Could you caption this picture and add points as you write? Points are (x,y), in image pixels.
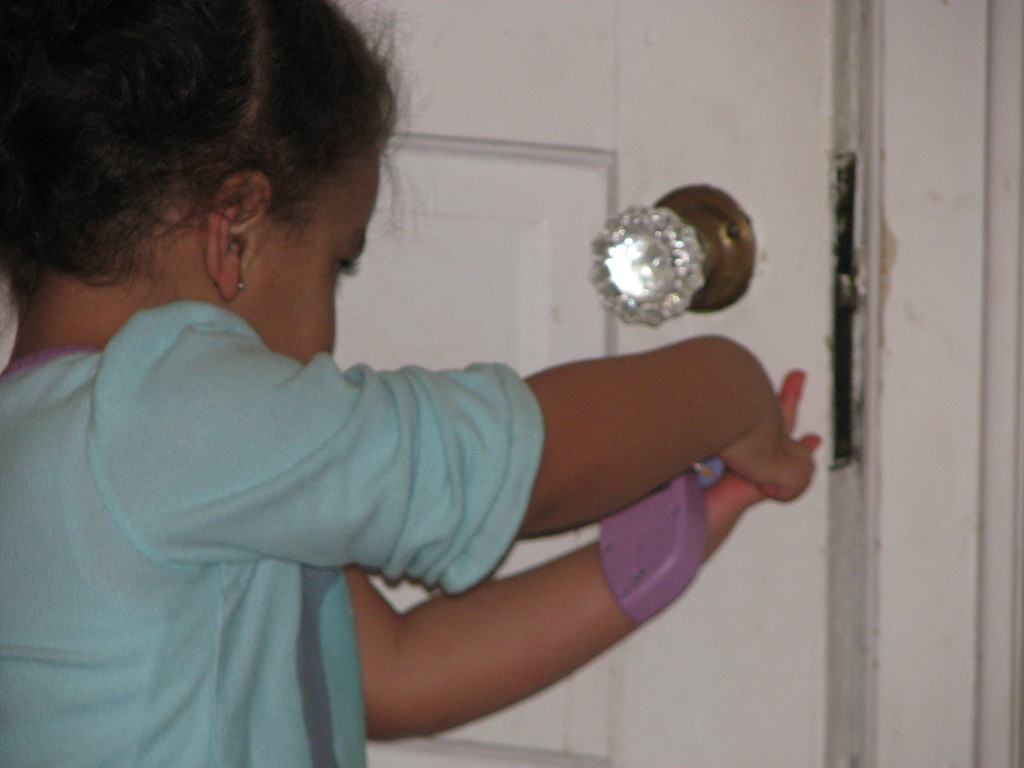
There is a small girl (250,397) wearing t shirt (215,504) and holding some thing (684,488) in her hand (759,416) trying to open the door (798,345). There is a handle (647,256) attached to the door (463,213).
